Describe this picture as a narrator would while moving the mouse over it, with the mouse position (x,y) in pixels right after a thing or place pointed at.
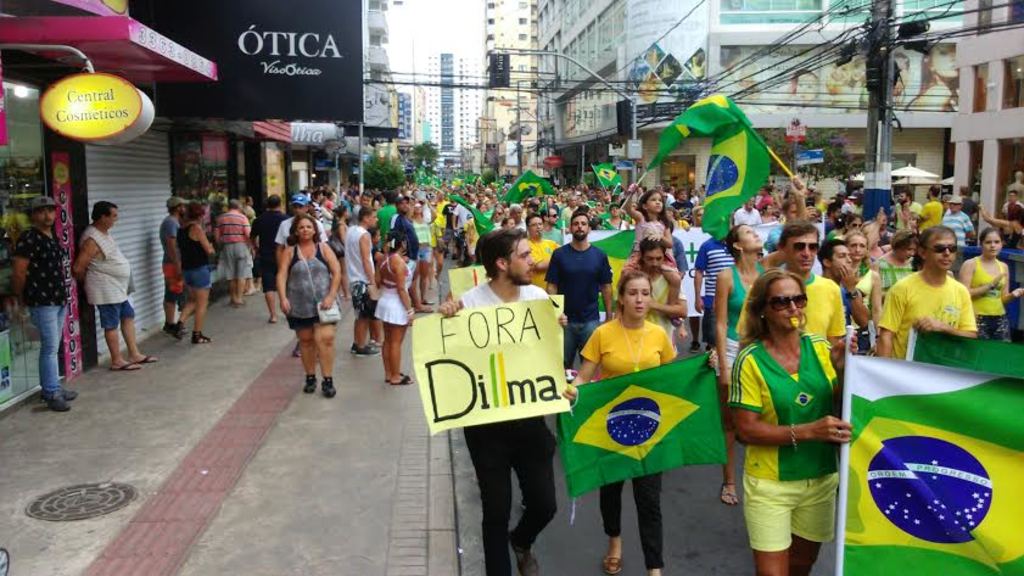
Here we can see crowd (765,210). Few people (522,287) are holding flags (689,401) and posters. Background (640,16) there are buildings (420,102) and trees (820,144). Here we can see stores (983,168), boards (783,98) and current pole (879,181) with cables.
